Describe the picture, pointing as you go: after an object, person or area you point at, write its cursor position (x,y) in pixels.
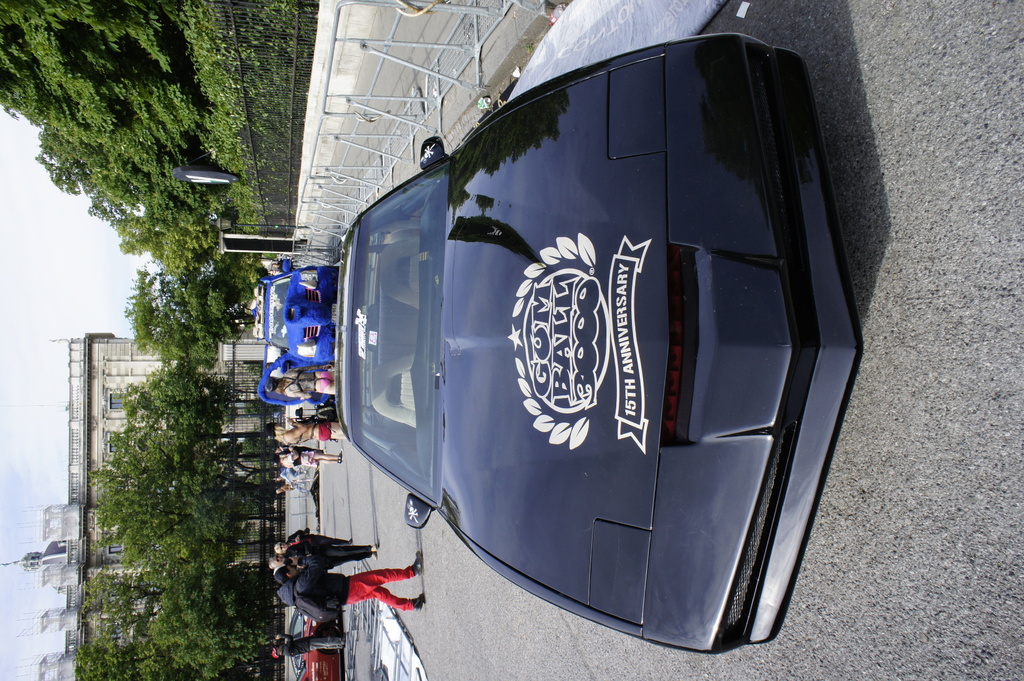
To the left side of the image (308,565) there are few people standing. Behind the people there is a fencing (241,390). Behind the fencing (235,410) there are many trees (229,648). Behind the trees (168,400) there is a building (102,374) with pillars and roofs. And in the middle of the image (508,347) there is a black car (675,291) on the road (968,132). To the top of the image (346,174) behind the car (501,175) there is a footpath (414,79) with fencing (362,111). Behind the wall (322,72) there are many trees (217,131). And to the left corner of the image (31,219) there is a sky (20,471).
